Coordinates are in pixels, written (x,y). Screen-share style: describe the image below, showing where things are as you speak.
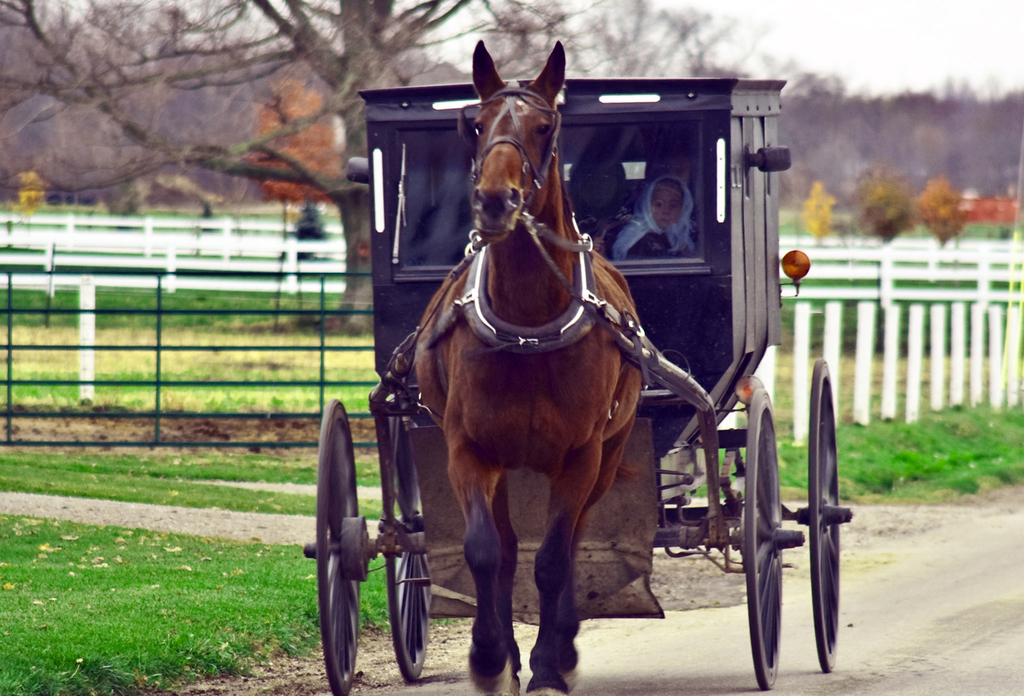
In the center of the image (556,375) we can see a horse cart (545,251) and there are people (639,232) sitting in the cart (468,204). In the background (132,260) there is a fence (941,262), trees (287,108) and sky (865,44). At the bottom (144,616) there is grass (143,614).
